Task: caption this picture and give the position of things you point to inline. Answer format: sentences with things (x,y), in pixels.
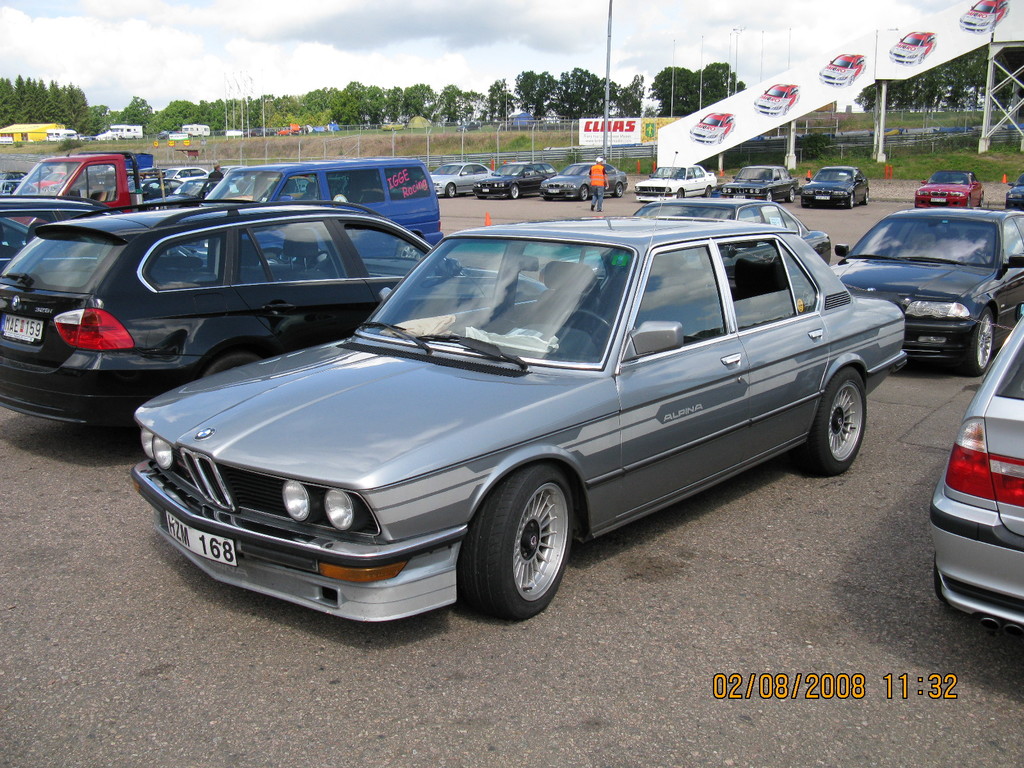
In this picture we can observe some cars (771,386) parked on this road (605,212). We can observe yellow color watermark (890,686) here. In the background (386,126) there is a fence (424,144). We can observe a pole (605,163) and a person (594,180). There are some trees (199,117). In the background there is a sky (466,85) with clouds (455,26).
